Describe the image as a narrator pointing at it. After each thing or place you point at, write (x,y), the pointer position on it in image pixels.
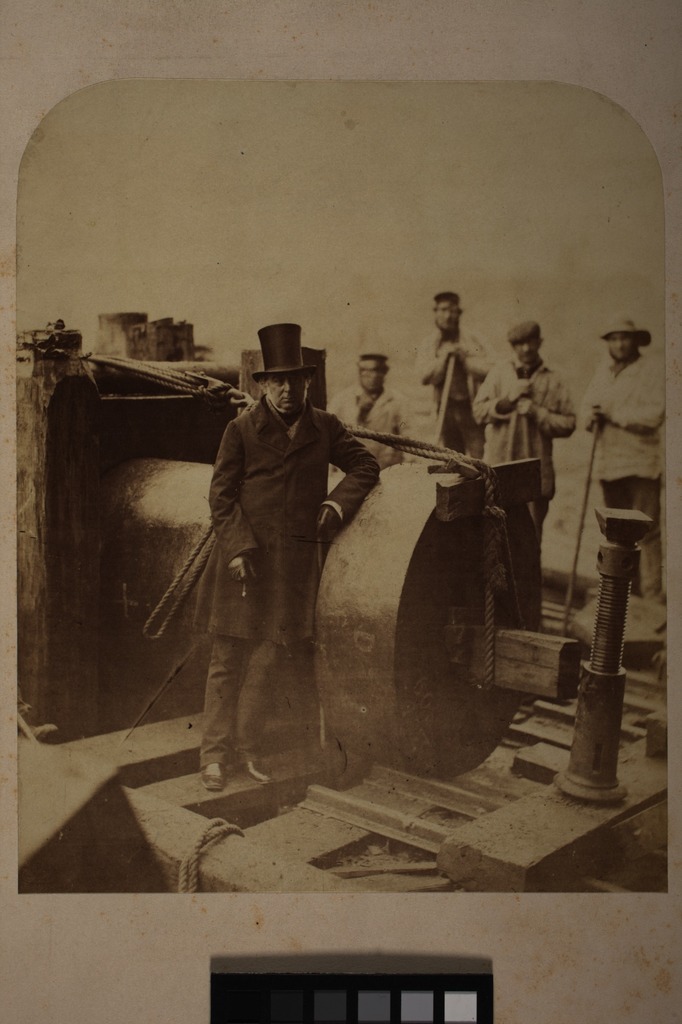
In this image there are persons (325,488) standing and there is a machine (431,577) in the center (356,566) and there is a nut (602,605).
